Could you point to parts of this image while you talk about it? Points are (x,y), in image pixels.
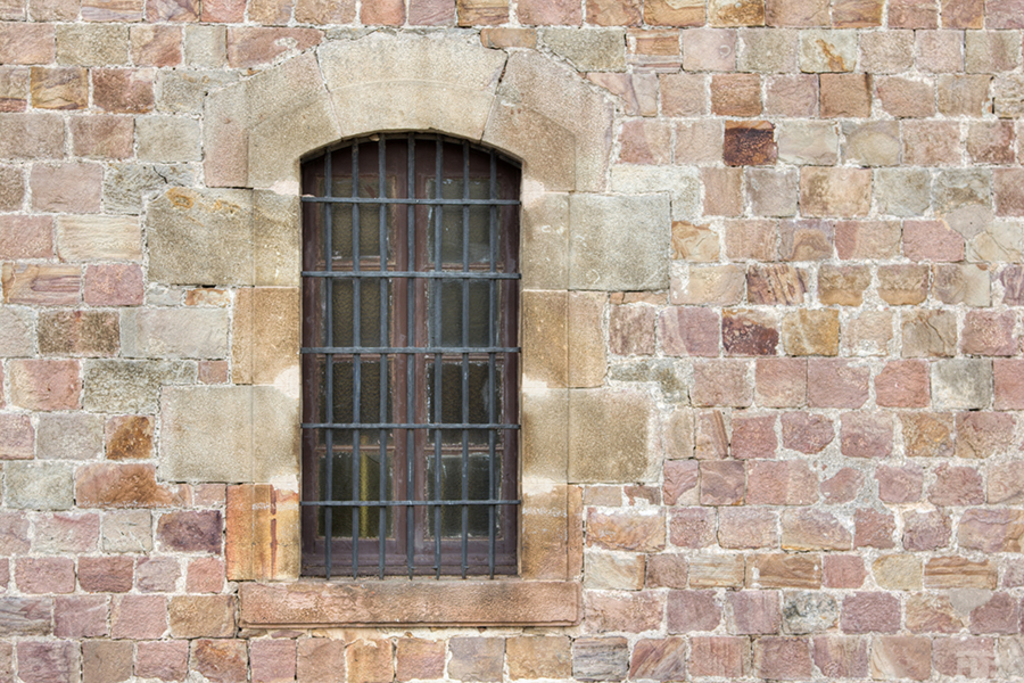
In this picture we can see a brick wall (684,7) with a window (363,327) and iron grills (411,420).
